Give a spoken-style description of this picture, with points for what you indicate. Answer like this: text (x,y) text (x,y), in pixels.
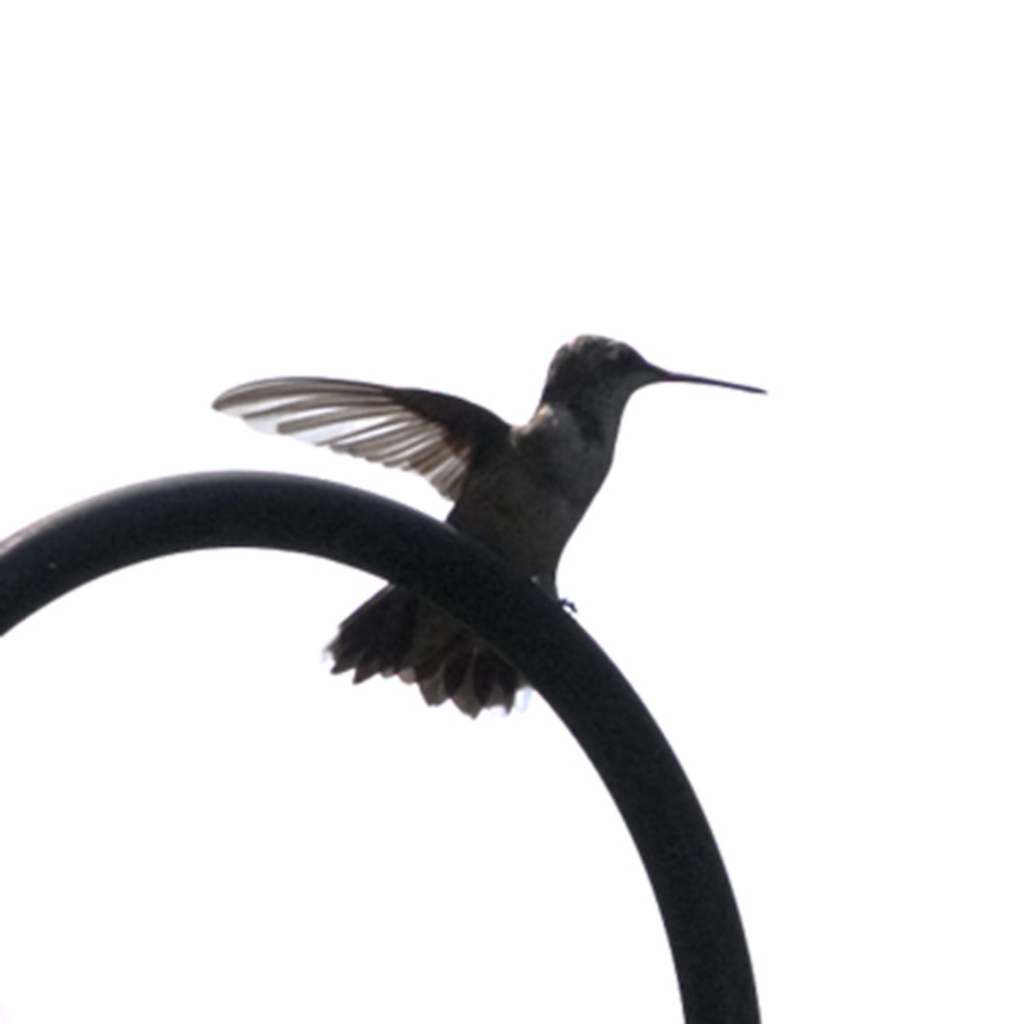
In this image we can see a bird (548,556) on the pipeline (561,700).
